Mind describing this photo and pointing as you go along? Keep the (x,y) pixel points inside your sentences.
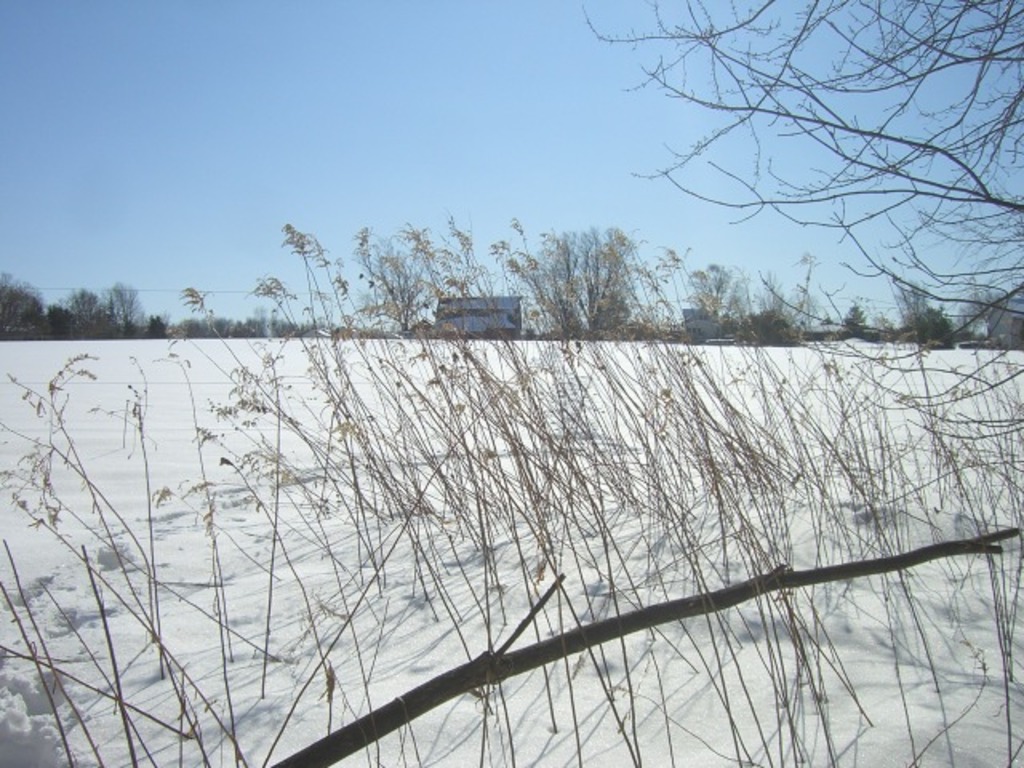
In the image there are many plants (521,449) without leaves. And also there are branches (557,581) without leaves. On the ground (440,404) there is snow (447,345). In the background (773,315) there are trees (630,321). At the top of the image (287,102) there is a sky (484,101).
